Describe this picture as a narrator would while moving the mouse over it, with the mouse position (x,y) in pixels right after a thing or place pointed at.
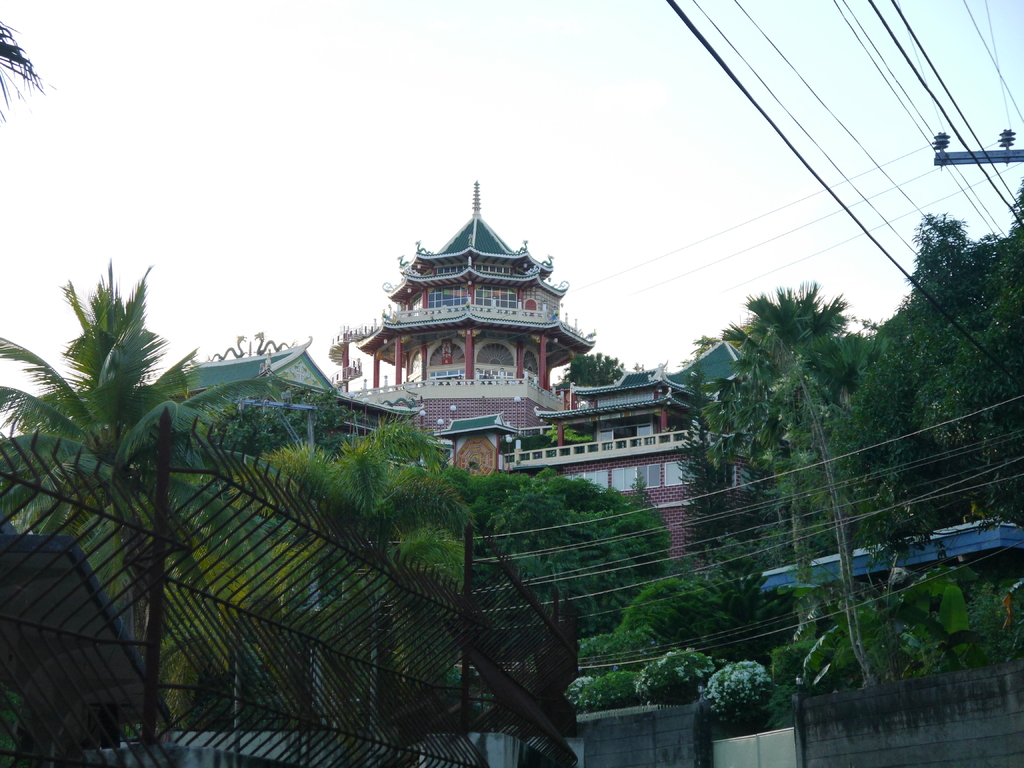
In the center of the image (462,337) we can see a building (445,383). To the right side of the image (947,120) we can see a pole (1001,163) with some wires (966,120) and in the background (343,482), we can see a group of trees (899,465), fence (369,678) and sky (407,235).
